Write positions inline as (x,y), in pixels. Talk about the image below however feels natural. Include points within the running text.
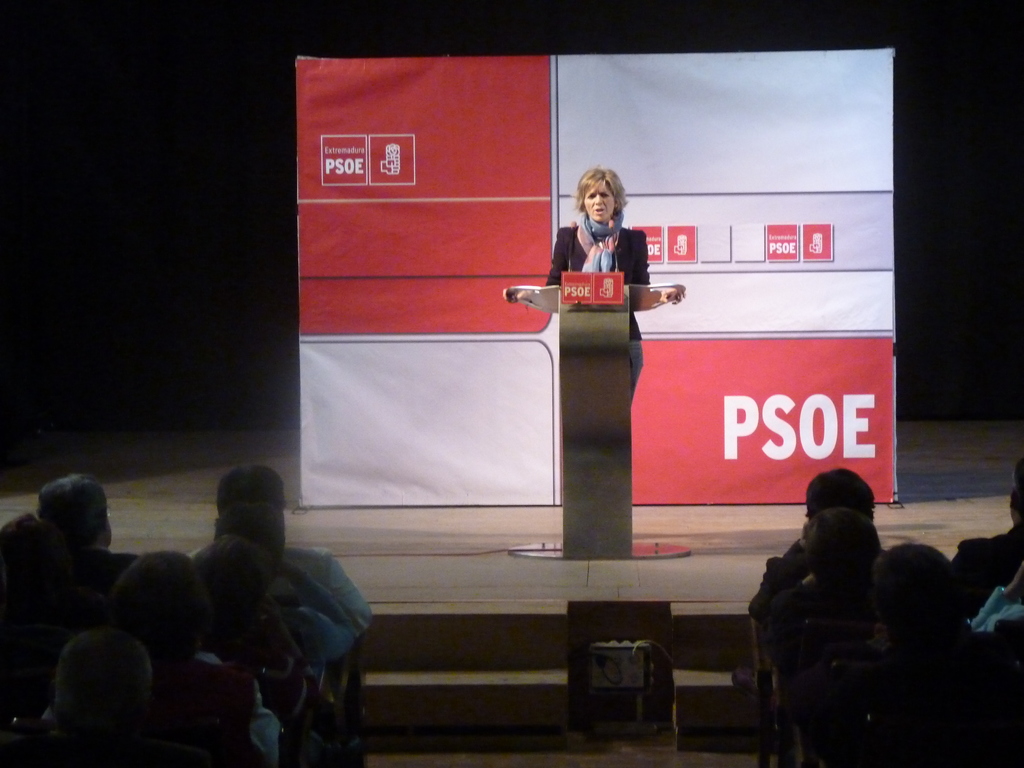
At the bottom (314,594) there are group of people (314,607) sitting on the chair (836,671). In the middle (630,269) a woman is standing in front of the standing table (626,442) and speaking in mike (617,271). In the background (359,320) board (635,188) is visible of red and white in color. The background (985,27) is dark in color. At the bottom (322,539) stage (538,566) is there. This image is taken inside a hall (968,39) during night time.
